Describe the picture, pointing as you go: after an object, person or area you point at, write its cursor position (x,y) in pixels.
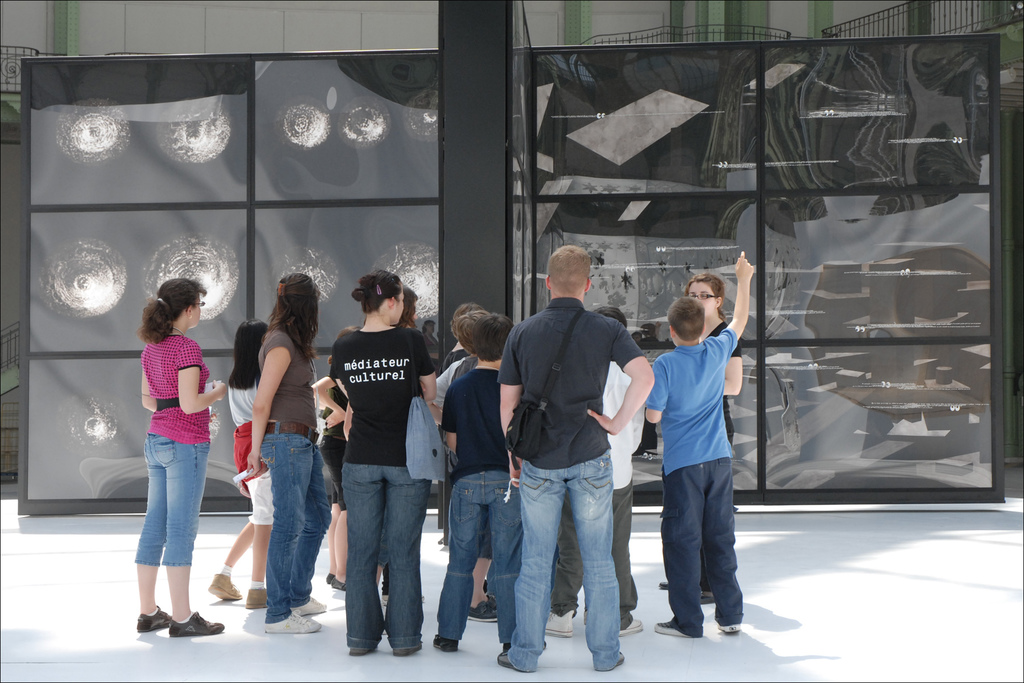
In this image we can see few people (484,466) standing on the floor (828,608), there are black colored objects (356,263) with images (363,138), railings (889,26) and wall (133,11) in the background (14,64).
